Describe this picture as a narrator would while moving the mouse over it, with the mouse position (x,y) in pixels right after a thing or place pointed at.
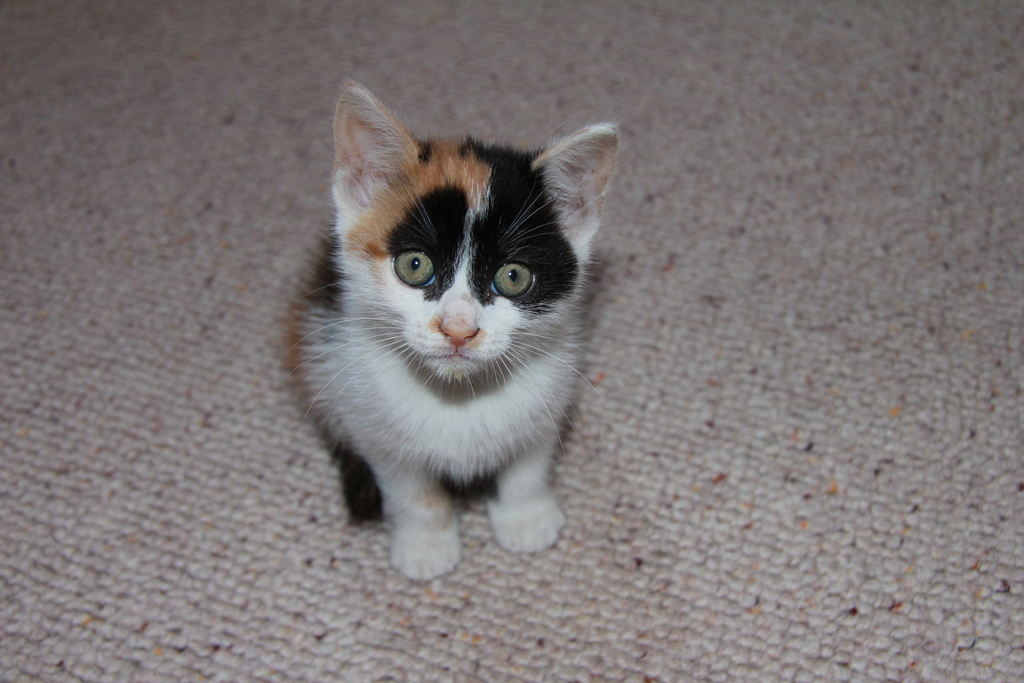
In this image in the center (391,357) there is one cat (510,319), and at the bottom (795,558) there is carpet (980,568).
